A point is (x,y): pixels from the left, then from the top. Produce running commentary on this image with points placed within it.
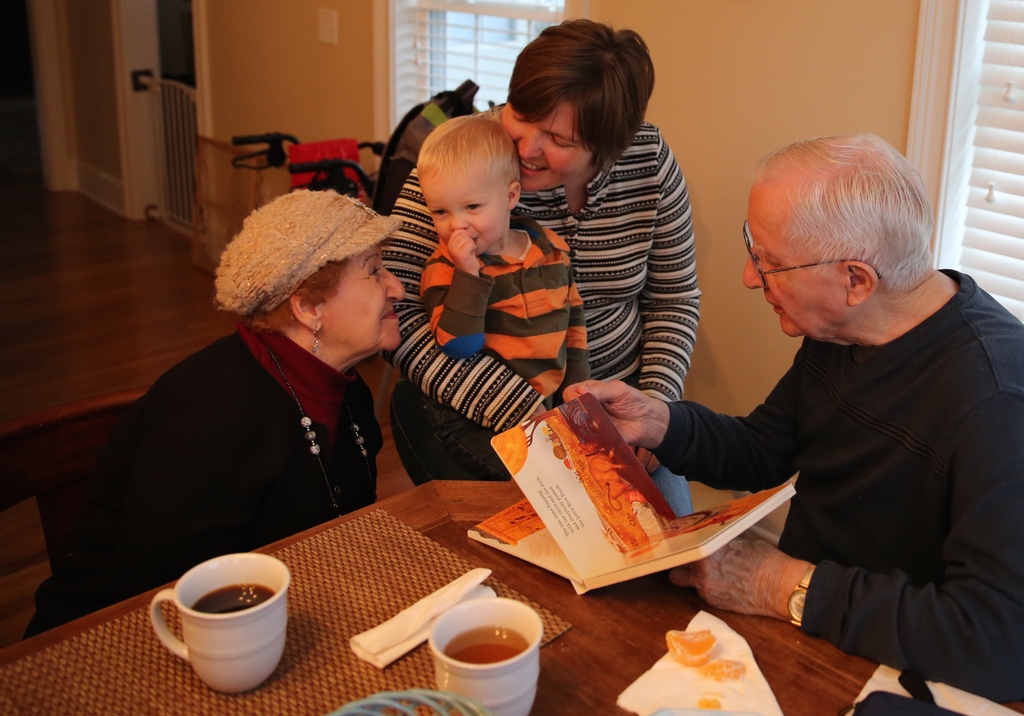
In this image I see a man (772,231), 2 women (503,388) and a child (518,359) over here and I see that these both are smiling and I see a book (560,415) over here in which there are pictures (585,470) and words (575,507) written over here and on this table (601,638) I see 2 white color cups (540,628) in which there is liquid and I see 2 white color things (642,709) and on this thing (737,643) I see the orange pieces (702,657). In the background (882,38) I see the wall (882,38) and the windows (962,249) and I see the floor (142,275).
